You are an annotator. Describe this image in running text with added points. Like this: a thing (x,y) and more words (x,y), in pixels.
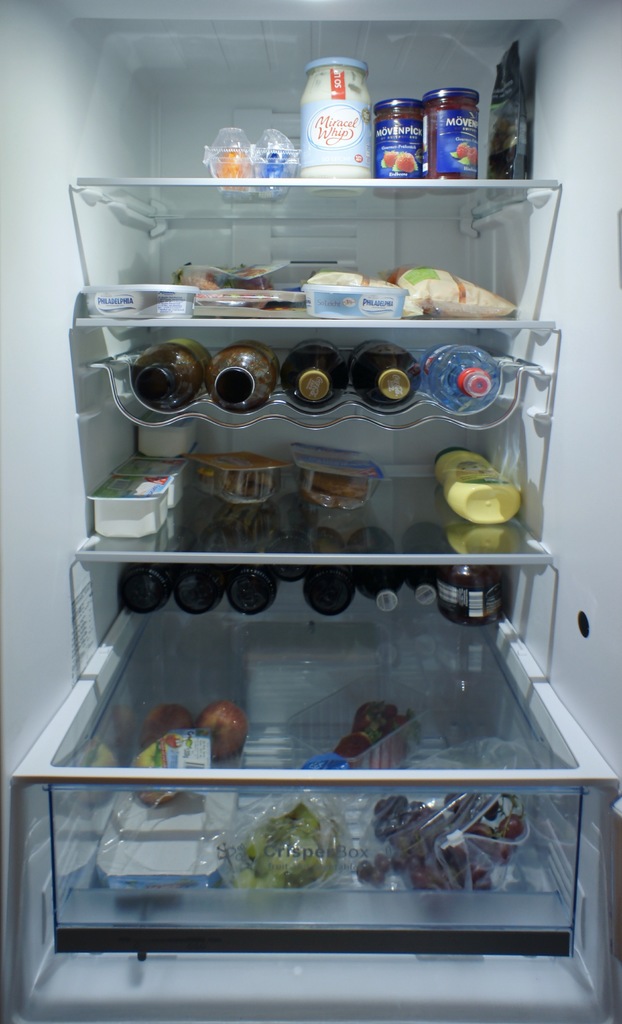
In this picture we can see an inside view of a refrigerator (345,420), we can see compartments (350,408), there are some bottles (365,363), food items (337,825), fruits (310,827) and some boxes (158,512) present here.
